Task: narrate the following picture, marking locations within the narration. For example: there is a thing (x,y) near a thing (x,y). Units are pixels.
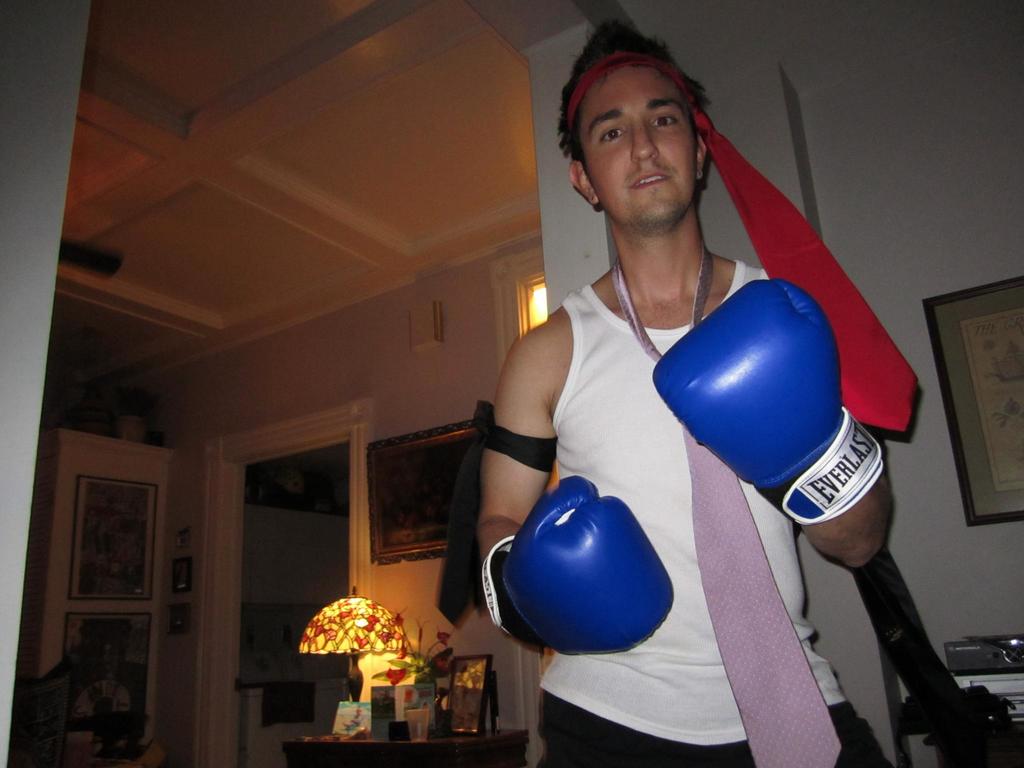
There is one man (674,492) wearing a white color t shirt (646,432) and blue color gloves (735,449) in the middle of this image (659,505), and there is a wall (371,678) in the background (209,477). There are some photo frames (989,388) attached to it, and we can see a lamp (343,631), and some other objects (407,697) are kept on a table (410,742) at the bottom of this image (444,745). There is a door (234,601) on the left side of this image (261,619).
